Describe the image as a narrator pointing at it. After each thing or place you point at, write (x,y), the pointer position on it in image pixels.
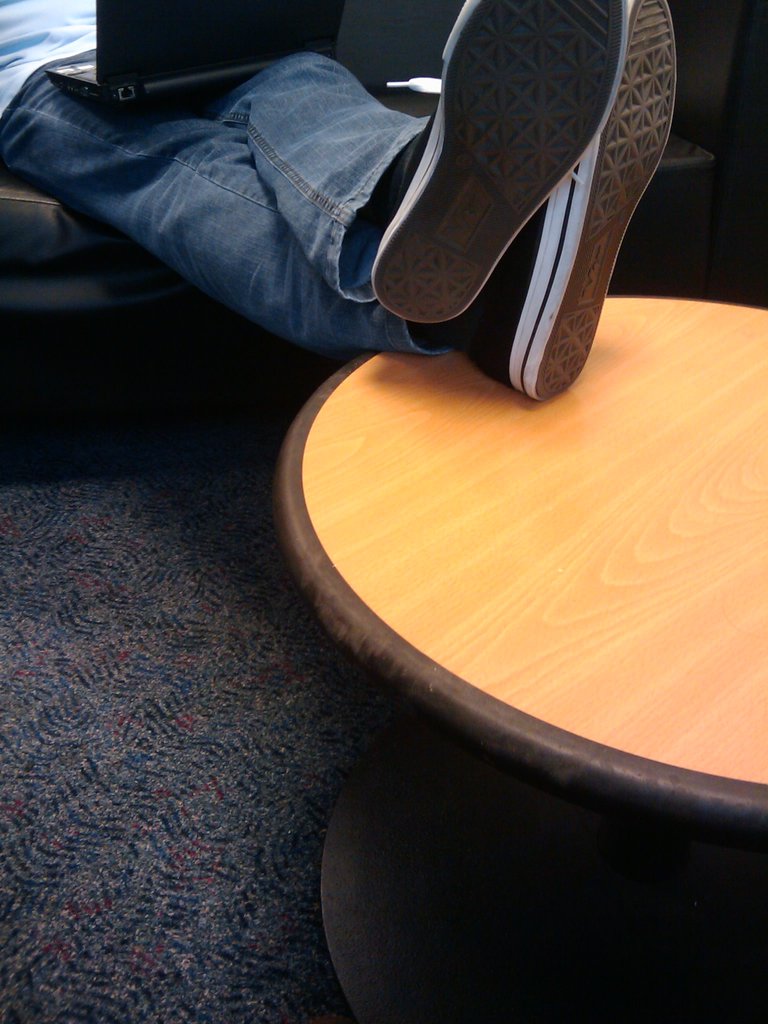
In this image I see a laptop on person's leg (330,346) and the legs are on a table (276,511).
